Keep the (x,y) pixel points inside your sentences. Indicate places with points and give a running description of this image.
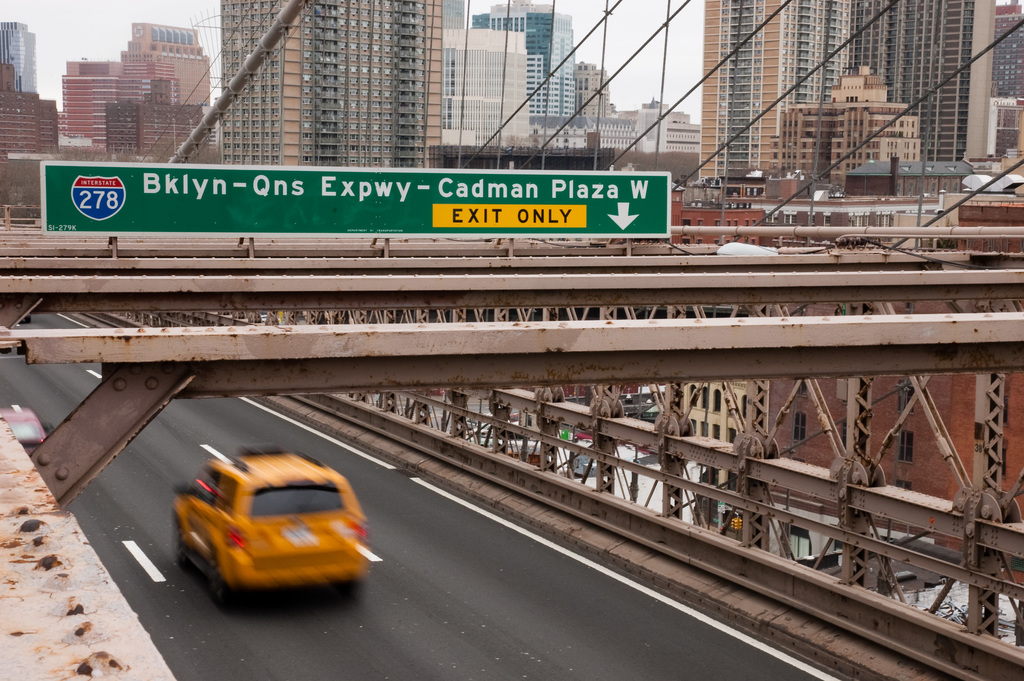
In this image, we can see a car (304,484) on the bridge (502,545). There are some buildings (358,95) at the top of the image (183,54). There is a board (97,217) in the middle of the image (660,231).
